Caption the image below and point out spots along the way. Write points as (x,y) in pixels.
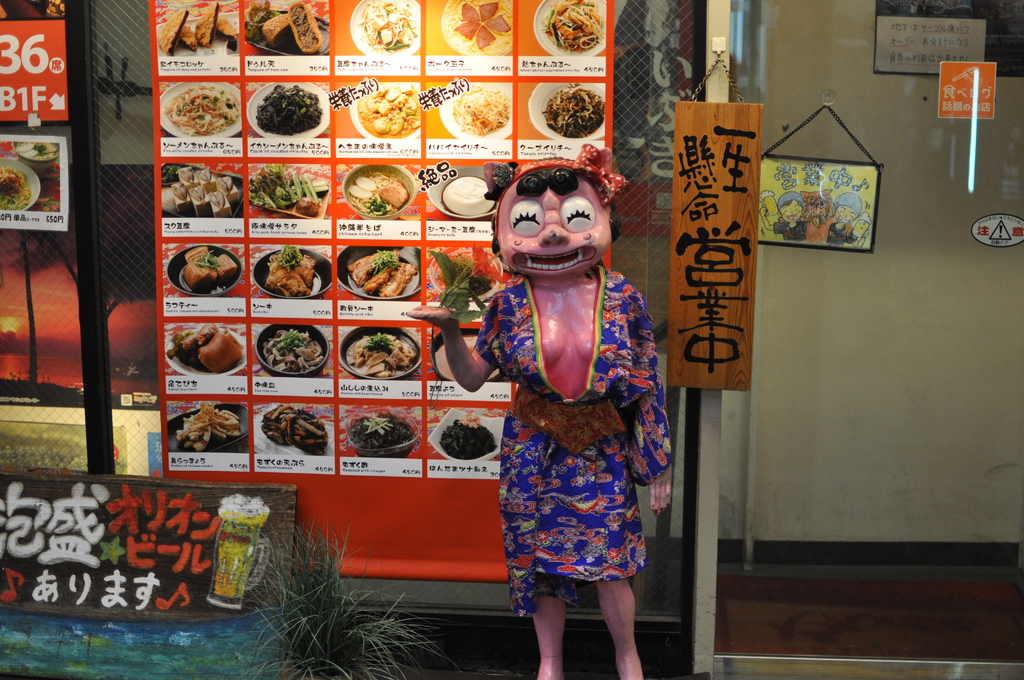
In this picture we can see some grass (302,540), a text (13,491) and numbers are visible on the boards (38,568). We can see some food items (466,38) on the poster (267,279). There are meshes (149,409), glass objects (787,92), other objects (816,245) and a wall (920,359) is visible in the background (956,266).
